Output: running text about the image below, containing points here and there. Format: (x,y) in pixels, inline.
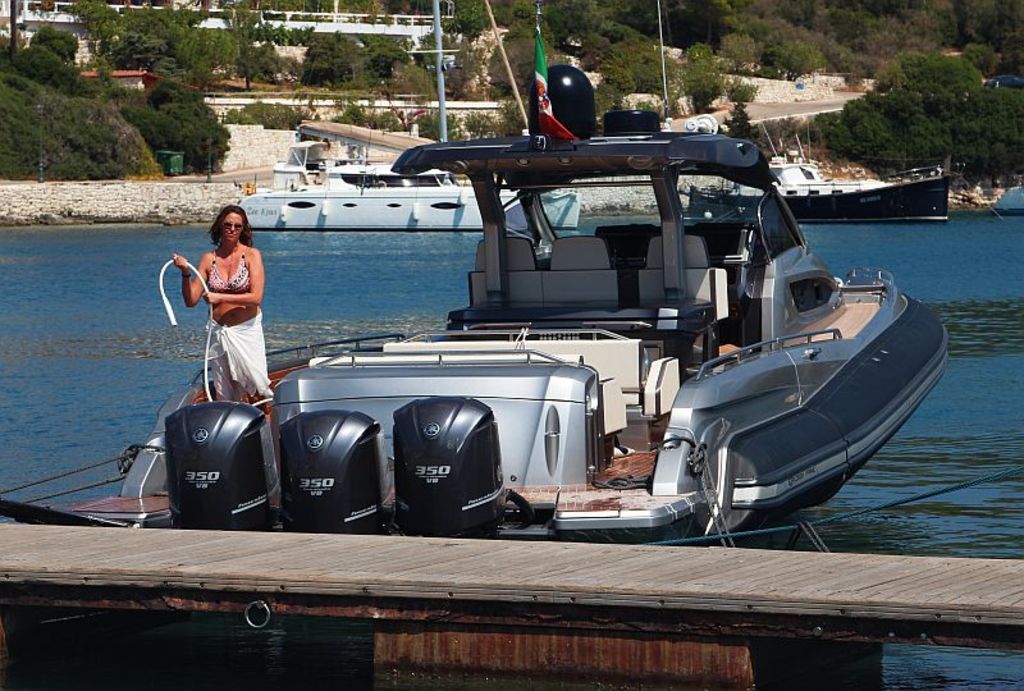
In this picture I can see the wooden platform (848,603) in front and behind it I can see the water (61,300), on which I can see a boat (499,327), on which there is woman (191,287) standing and holding a white color thing (209,318) and on the boat (555,72) I can see a flag (541,53). In the middle of this picture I can see the 2 more boats (900,184). In the background (531,17) I can see number of trees (153,40) and plants (108,33).
